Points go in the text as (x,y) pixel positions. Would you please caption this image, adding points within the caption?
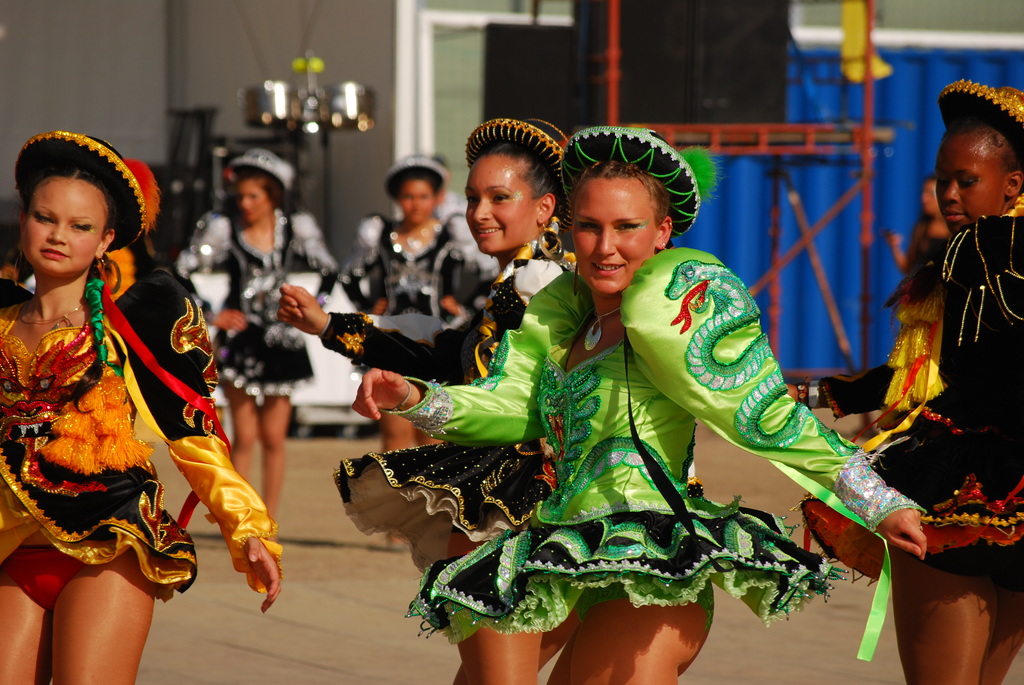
This image is taken outdoors. In the background (335,143) there is a building (333,61). There is a curtain (860,224). There are a few musical instruments (272,121). There is a metal stand (714,130). In the middle of the image (482,424) a few women (200,346) are performing. At the bottom of the image (329,627) there is a floor (329,627).
